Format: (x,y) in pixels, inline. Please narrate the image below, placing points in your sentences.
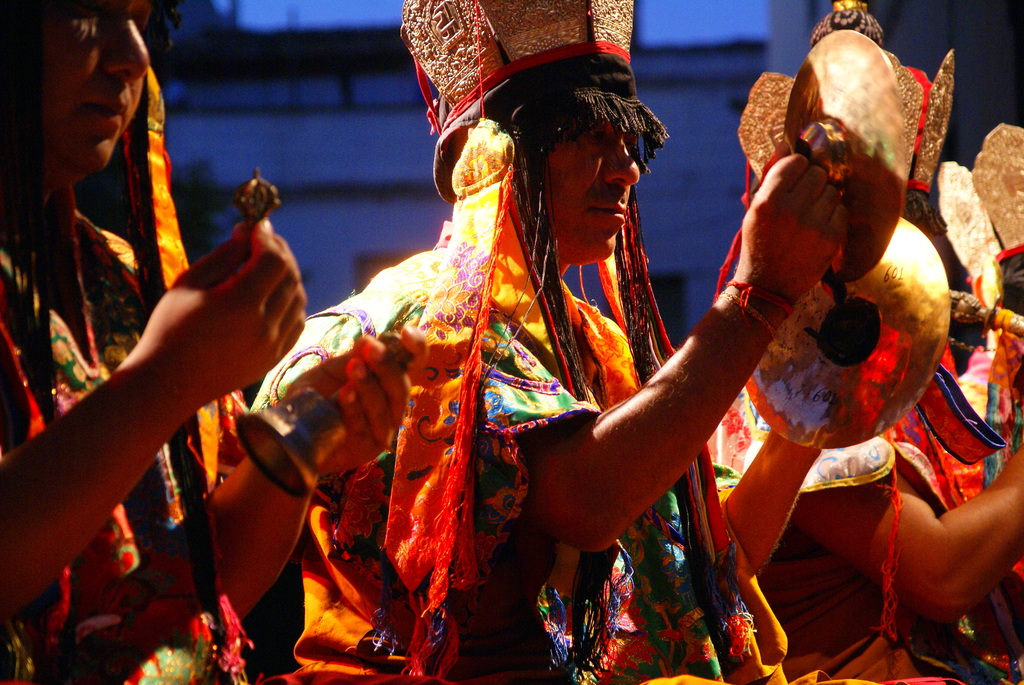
In this image I can see there are few people (608,354) holding musical instruments (786,423) and they are wearing colorful costumes (844,478) and the background (295,12) is dark.
